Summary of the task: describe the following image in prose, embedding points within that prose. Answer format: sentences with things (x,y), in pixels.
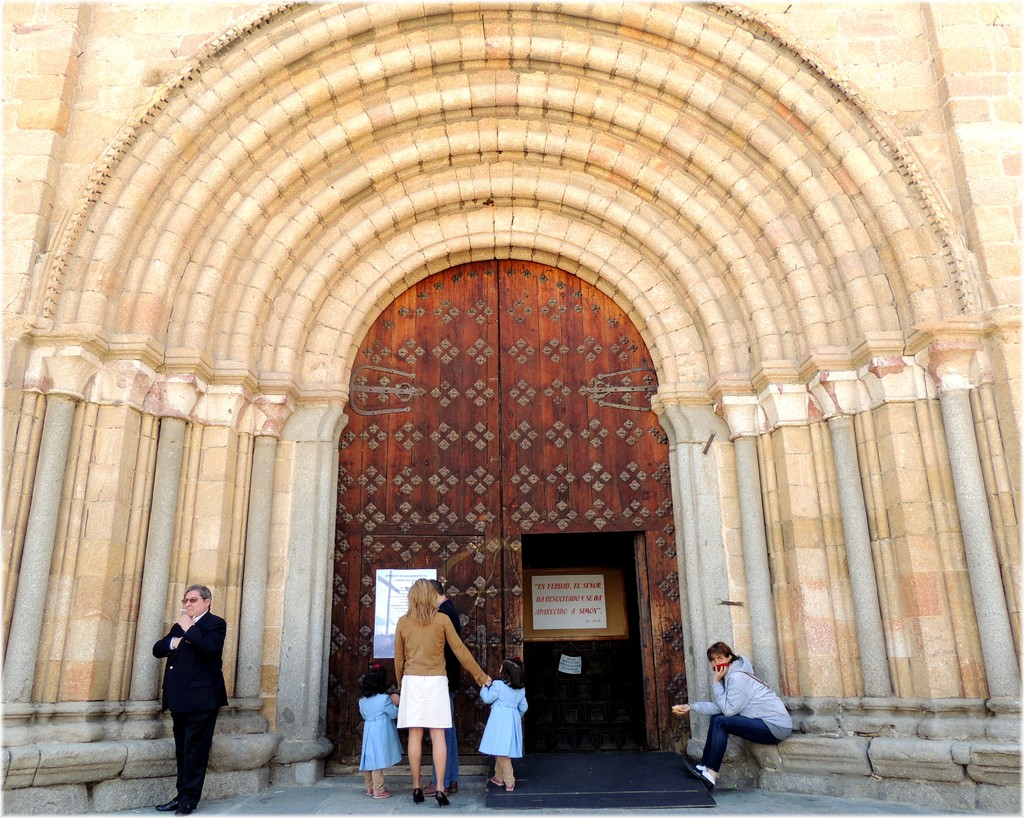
In this picture we can see some people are standing and a person (730,726) is sitting. In front of the people (190,704) there is a wall (71,123) and a big wooden door (451,377) and on the door (581,314) there is a poster (388,614).
